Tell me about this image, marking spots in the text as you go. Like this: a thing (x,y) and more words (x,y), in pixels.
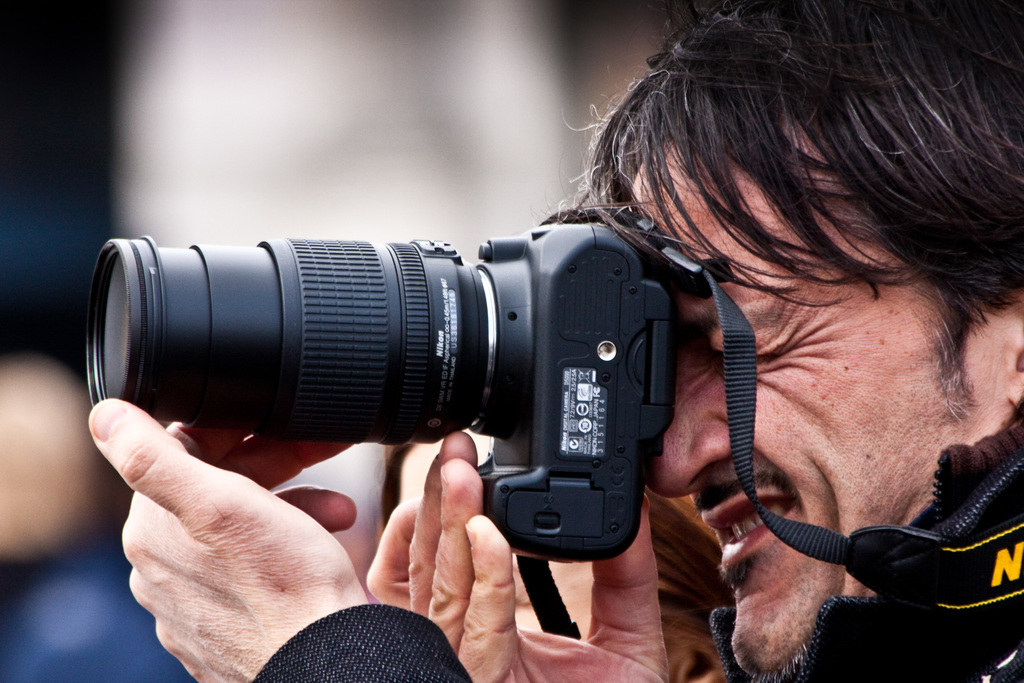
in this picture there is a man (650,536) holding a camera (376,289). In the background of the image (429,114) it is blurry.
